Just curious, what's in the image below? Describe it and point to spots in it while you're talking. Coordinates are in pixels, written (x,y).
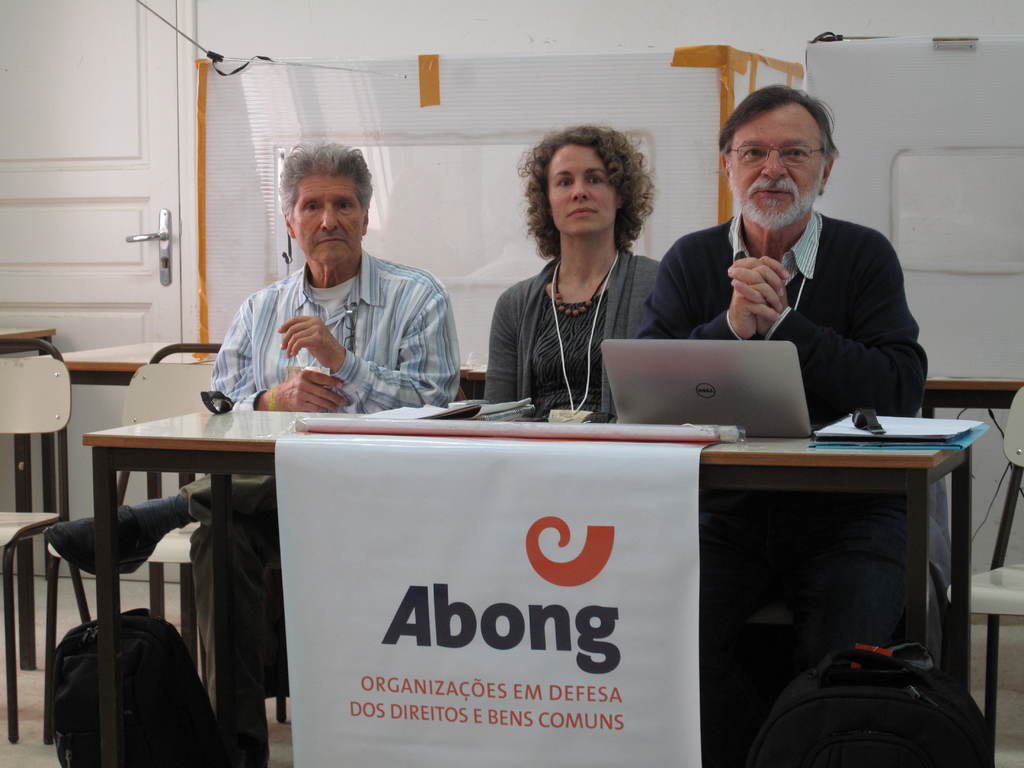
In this image there are two men (896,379) and one women (640,298) are sitting on the chairs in front of the table (920,519) and on the table (927,497) there is a watch (867,416), files (910,446) and a banner (473,627). In the background (107,137) there is a white door (69,108) and two white color boxes (607,71) on the table (107,359). Bag (90,704) and empty chairs (6,415) are also visible.
